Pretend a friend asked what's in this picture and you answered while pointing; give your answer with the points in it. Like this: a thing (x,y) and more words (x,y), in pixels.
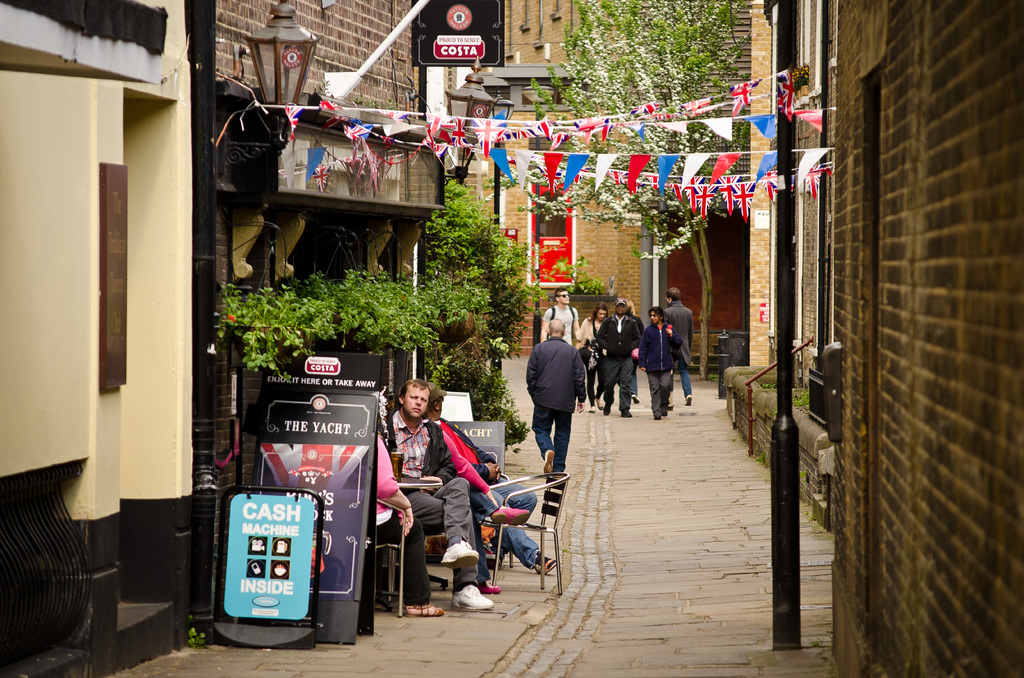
In the foreground of this image (729,613), on the path (620,519), there are persons (635,347) walking and on the right (866,405), there are few buildings (812,332) and a black color pole (793,467). On the left (337,379), there are persons (462,530) sitting on the chairs (438,539), few boards (329,487), buildings (89,318), plants (490,237), trees (665,83), lamps (491,95) and the bunting flags (525,165) at the top (534,151).
